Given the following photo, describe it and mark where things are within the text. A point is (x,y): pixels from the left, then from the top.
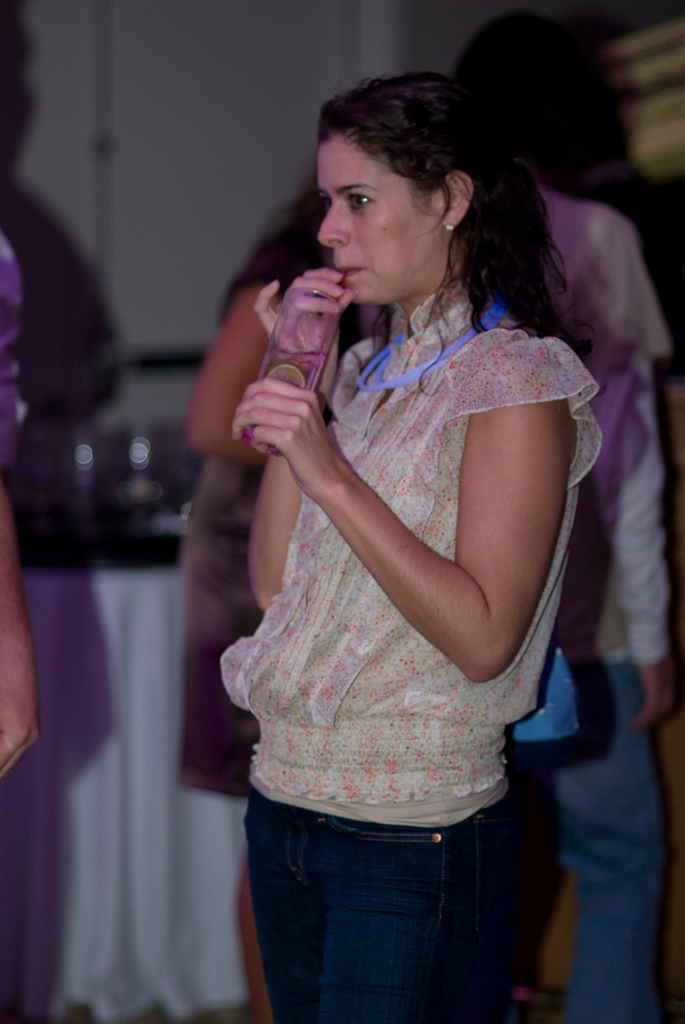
In this image I can see a woman (373,729) wearing cream and blue colored dress (367,694) is standing and holding a glass (301,368) in her hand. I can see the blurry background (247,348) in which I can see few persons (7,262) and the wall (167,172).
